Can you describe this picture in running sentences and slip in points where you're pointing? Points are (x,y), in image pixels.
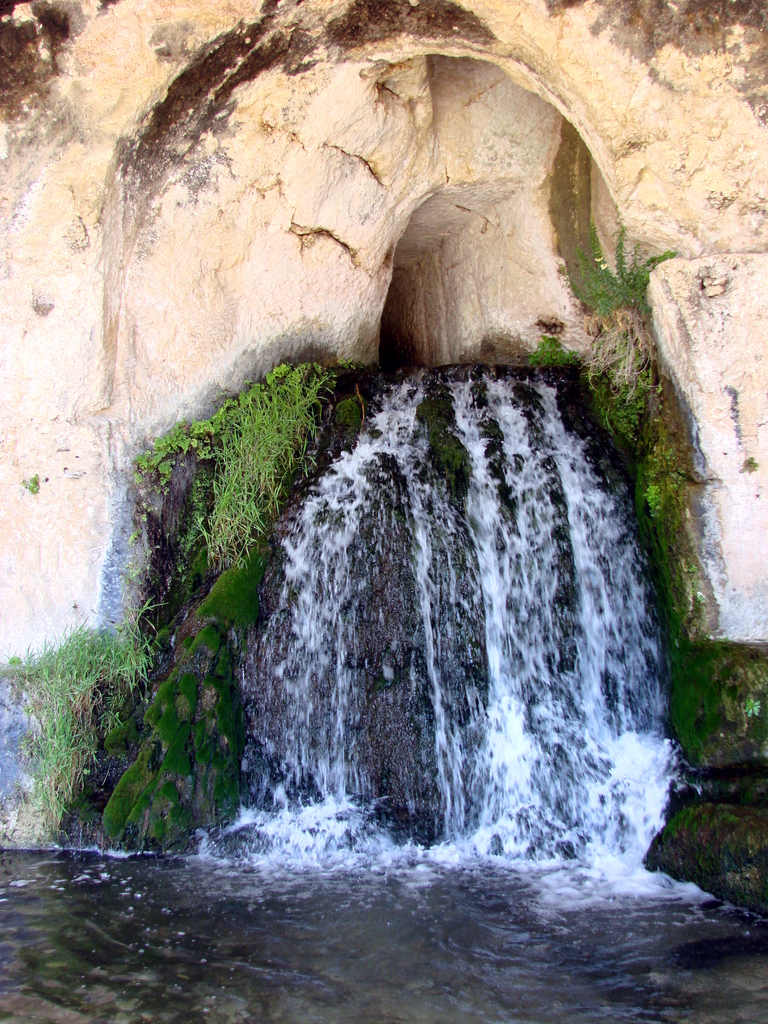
There is rock (340,244). From that we can see a waterfall (495,605). Near to the waterfall (298,614) there are plants (255,510).
